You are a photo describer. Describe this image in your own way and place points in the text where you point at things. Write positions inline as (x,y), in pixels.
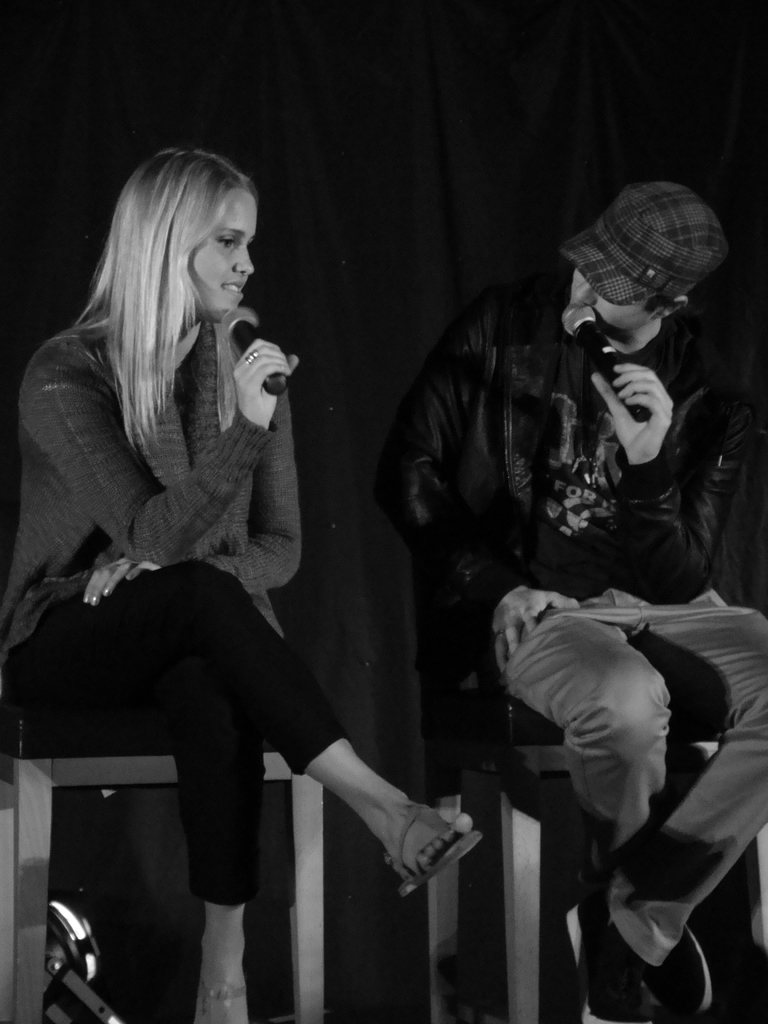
In this image we can see two persons (456,369) sitting on the chairs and they are holding the microphones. In the background (581,143), we can see the black curtain cloth (471,157).
